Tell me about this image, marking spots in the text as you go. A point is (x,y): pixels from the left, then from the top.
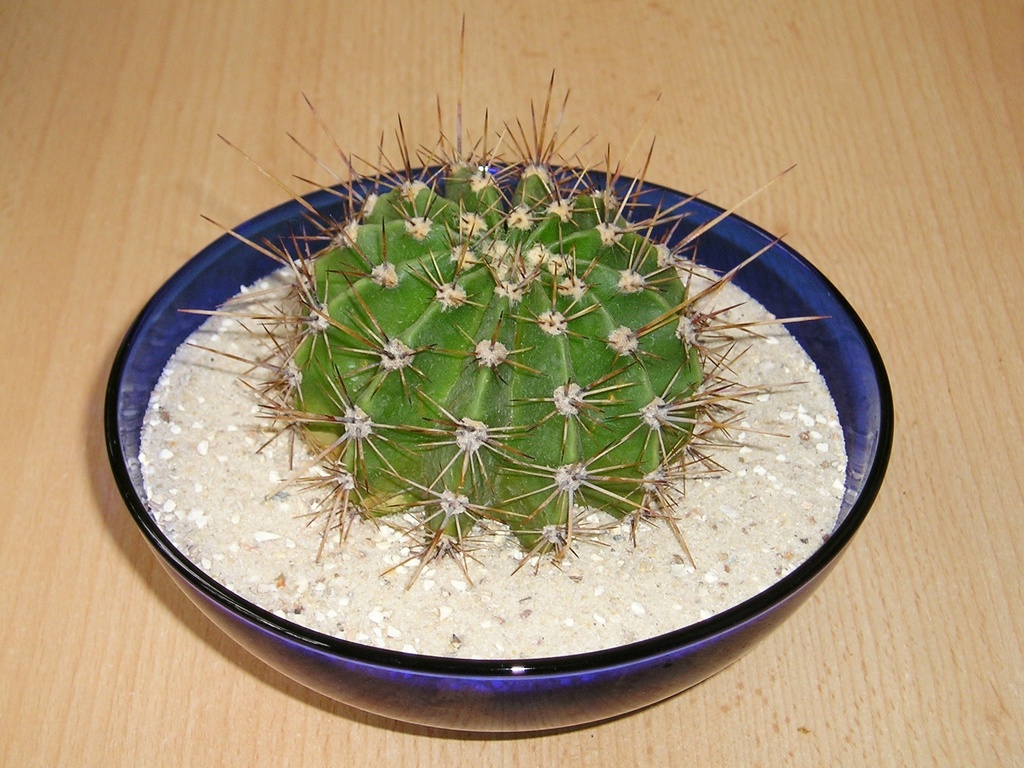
In this image I can see a cream colored surface (864,80) and on it I can see a blue colored bowl (526,697). In the bowl (535,687) I can see a plant (539,438) which is green, cream and brown in color.
